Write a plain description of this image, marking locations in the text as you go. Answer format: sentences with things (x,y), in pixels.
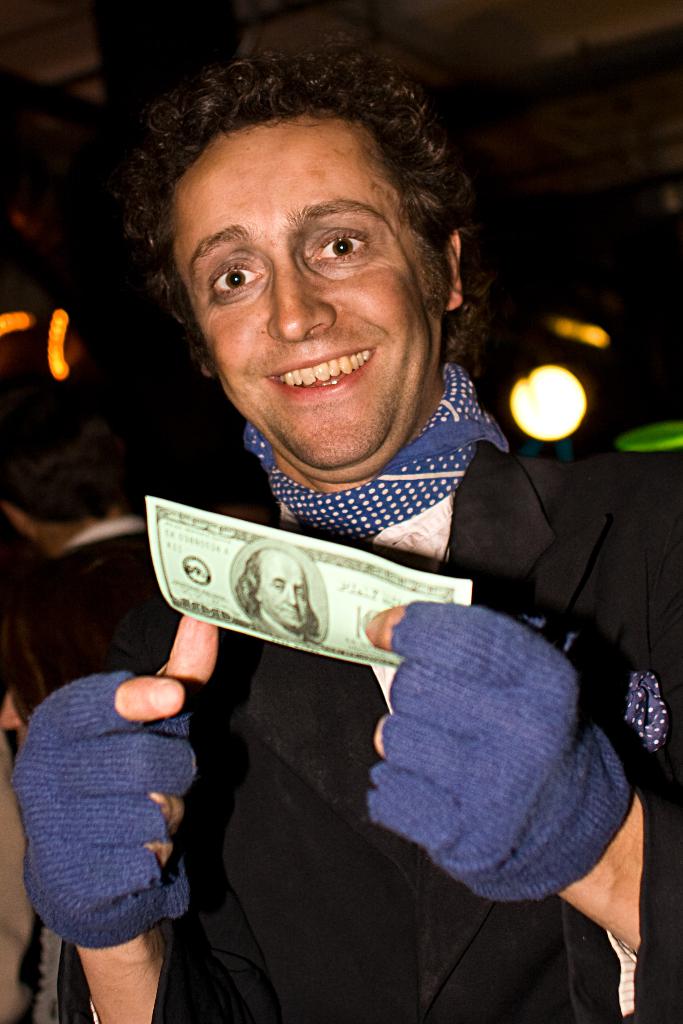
In this image in the front (313,736) there is a person (378,747) standing and smiling and holding a paper (295,609) in his hand (403,683). And the background (175,464) is blurry and there is light (555,405) visible in the background (558,394).
